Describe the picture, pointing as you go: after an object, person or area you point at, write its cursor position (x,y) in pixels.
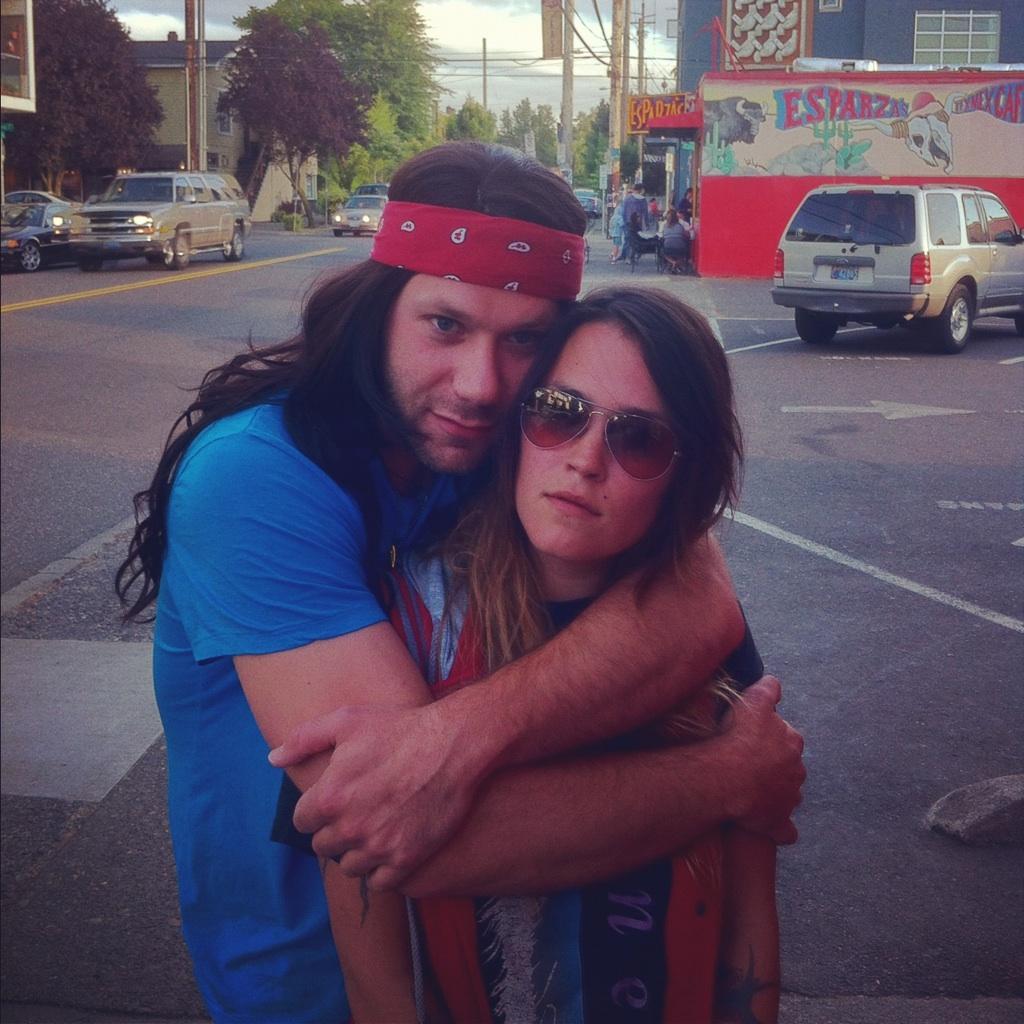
In this image I see a man (358,329) who is hugging this woman (538,613) and I see that this woman (619,463) is wearing shades (567,421). In the background (855,446) I see the road (855,430) and I see many cars (969,188) and I see few people (650,203) over here and I see number of buildings (931,154), poles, trees (328,90) and I see the sky (516,64).
